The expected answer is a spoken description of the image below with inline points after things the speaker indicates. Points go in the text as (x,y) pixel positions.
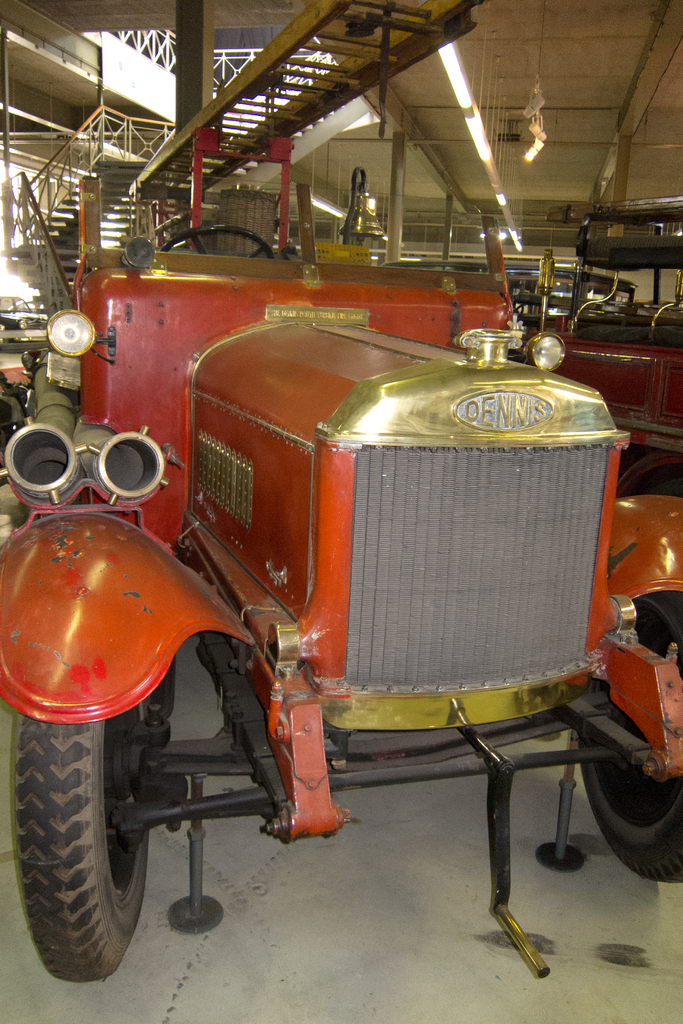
In this picture in the front (263,446) there is a Vintage car (271,407). In the background (180,105) there is a staircase (141,156), there are pillars (400,170) and there are vehicles (548,279). On the left side (135,84) there is a wall (144,75) and there is a balcony (161,43) which is white in colour.
